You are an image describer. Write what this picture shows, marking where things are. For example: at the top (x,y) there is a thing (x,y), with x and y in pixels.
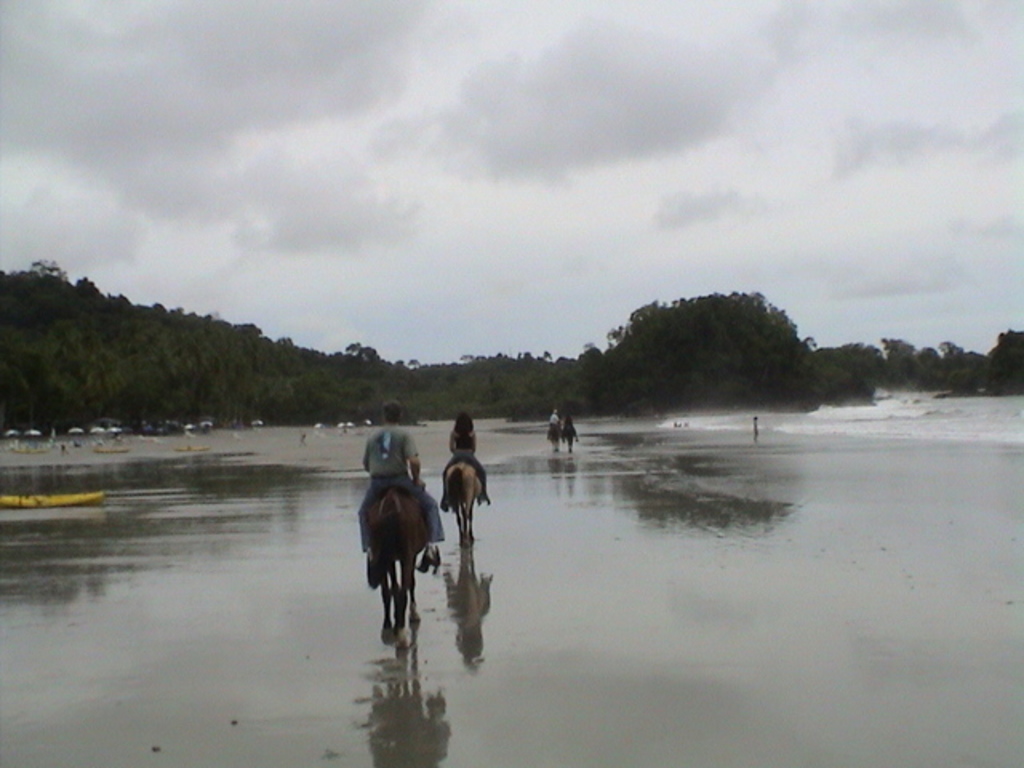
In this picture we can see few people (468,462) riding horses (413,538). In front of the people (446,480), there are trees (521,378). At the top of the image (448,166), there is the cloudy sky (544,131). On the right side of the image (932,424), there is the sea (847,428). On the left side of the image (114,452), there are some objects (102,424).
